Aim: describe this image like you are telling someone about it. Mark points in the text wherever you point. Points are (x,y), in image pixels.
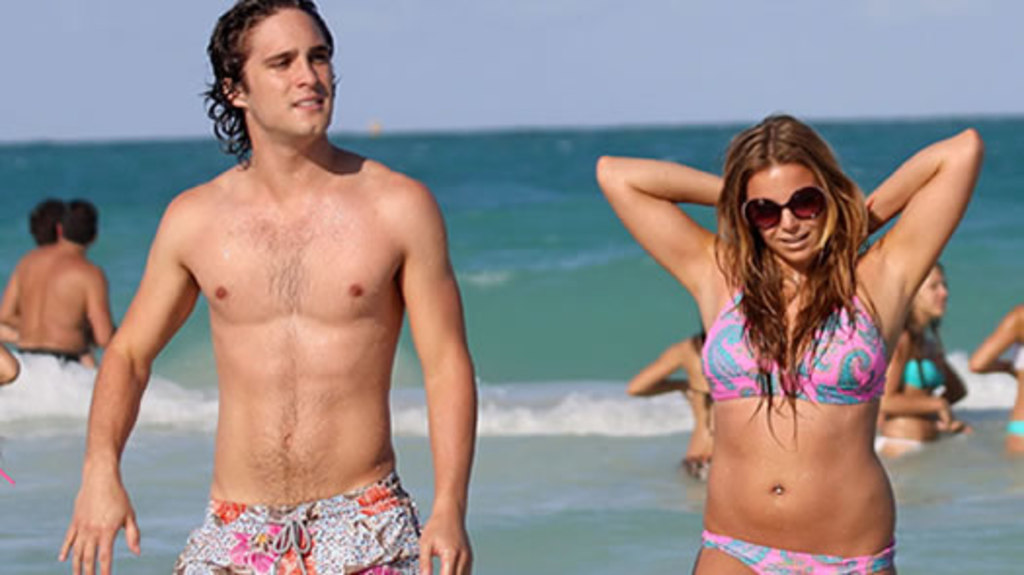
Here we can see a man (427,308) and a woman (745,328). She has goggles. This is water (611,436) and there are few persons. In the background (657,107) there is sky (826,73).
